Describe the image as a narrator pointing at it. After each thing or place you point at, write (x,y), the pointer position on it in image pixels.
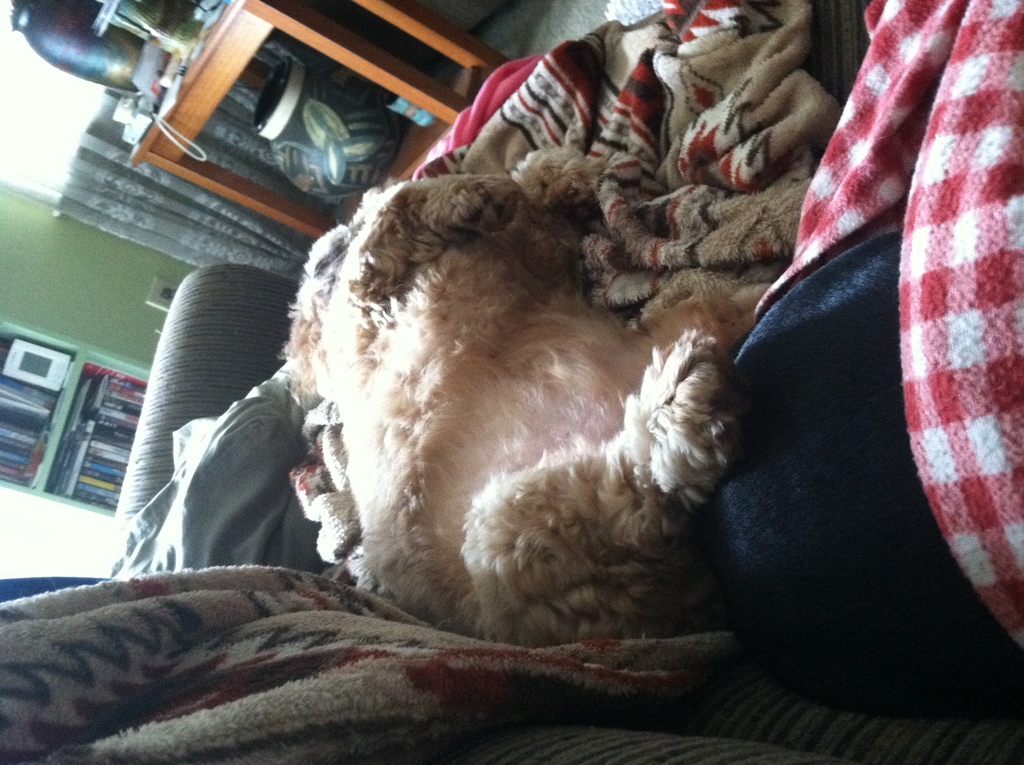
In this picture I can see some clothes (815,389) and an animal (437,429) on the sofa (267,347). In the background (227,231) I can see a window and curtain (227,231). On the left side (275,119) i can see wooden table (188,119) on which I can see some objects (136,128) on it. I can also see a shelf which has books (90,409).
